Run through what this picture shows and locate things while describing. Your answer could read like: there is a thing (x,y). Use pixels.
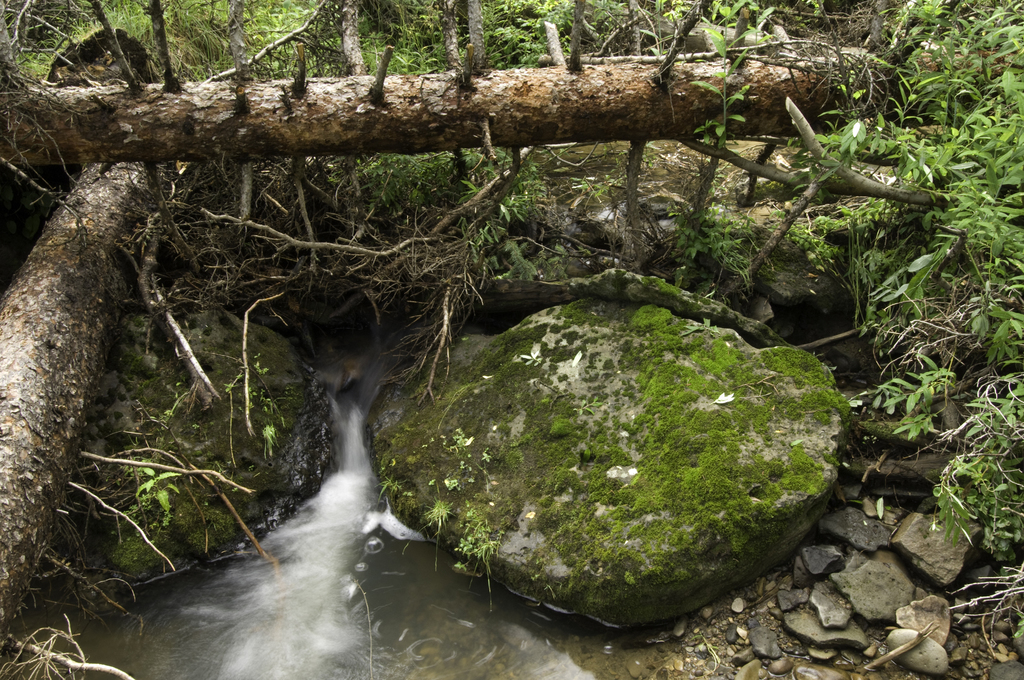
At the bottom of the image (338,509) we can see there is water (349,364) flowing between the rocks (173,423), above it there are trunks (30,270), plants (983,3) and rocks (823,560).
